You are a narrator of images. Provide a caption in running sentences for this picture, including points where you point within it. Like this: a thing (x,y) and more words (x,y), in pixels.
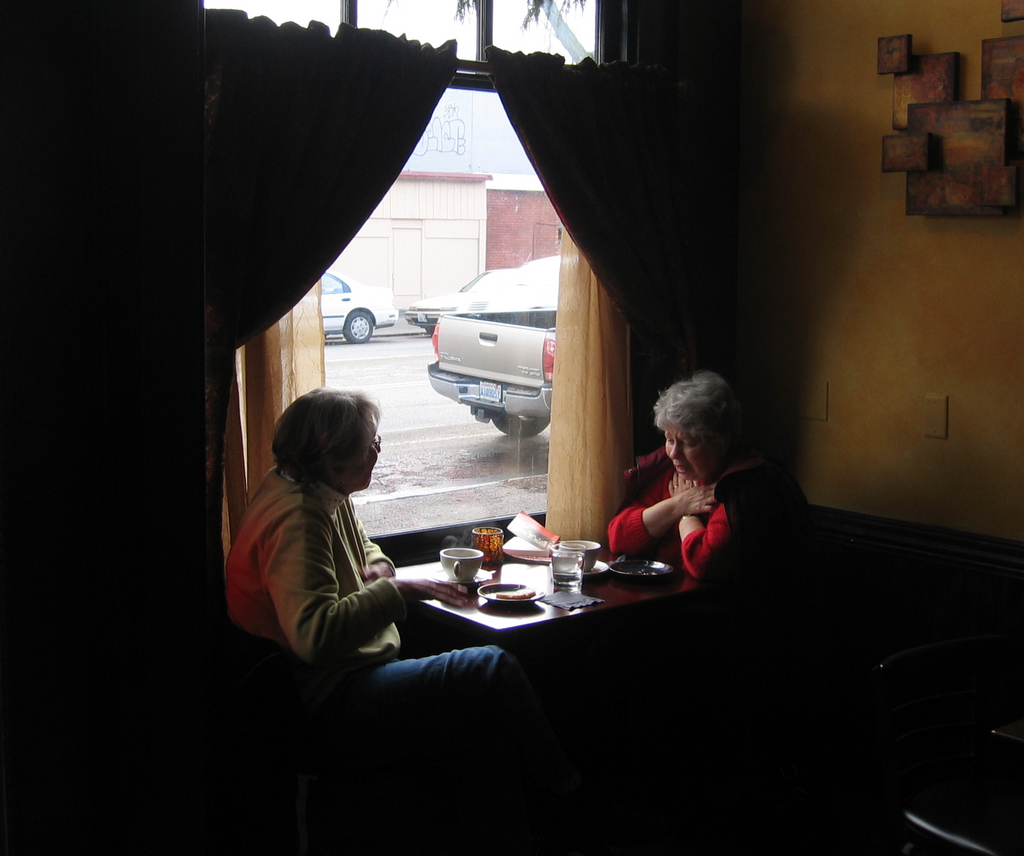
In this image I see 2 women (432,598) and sitting in front of a table (550,592) and there are few cups (476,560) and plates (507,589) on the table (433,577). In the background (447,539) I see the window (466,511), curtains (620,253) on it, wall (908,19), few photo frames (908,95) and cars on the path (400,507).
